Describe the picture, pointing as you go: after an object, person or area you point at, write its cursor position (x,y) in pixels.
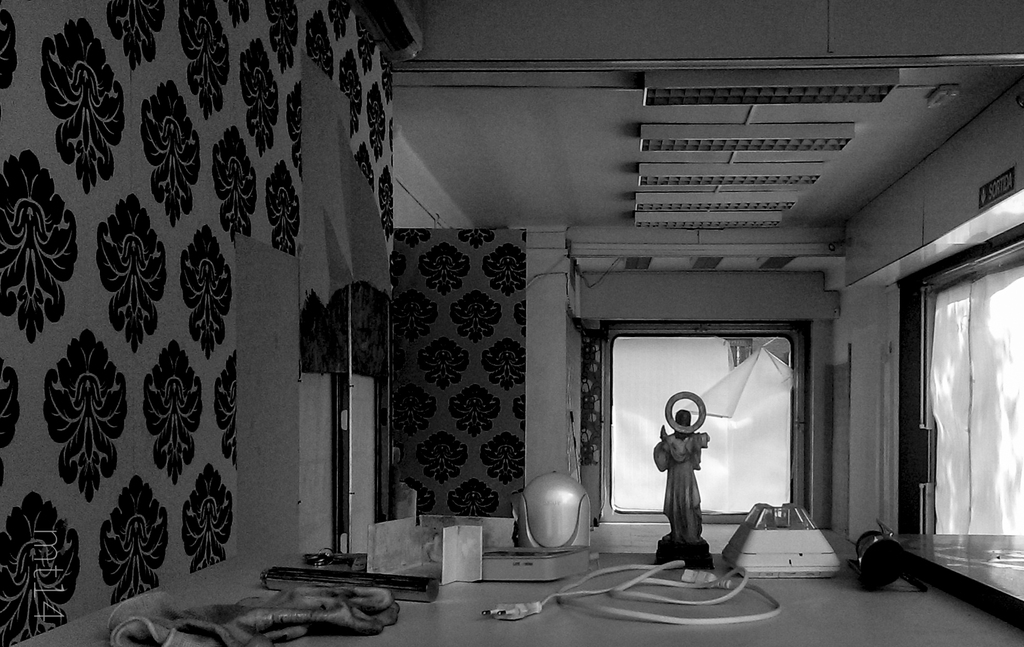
In this image we can see the inner view of a room (720,536) and we can see the walls (704,536) and there are some objects (310,615) like figurine (664,560), cable wires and some other things (978,552). We can see the windows (729,409) and at the top (757,120) there is a ceiling (699,111) with lights (654,94).
